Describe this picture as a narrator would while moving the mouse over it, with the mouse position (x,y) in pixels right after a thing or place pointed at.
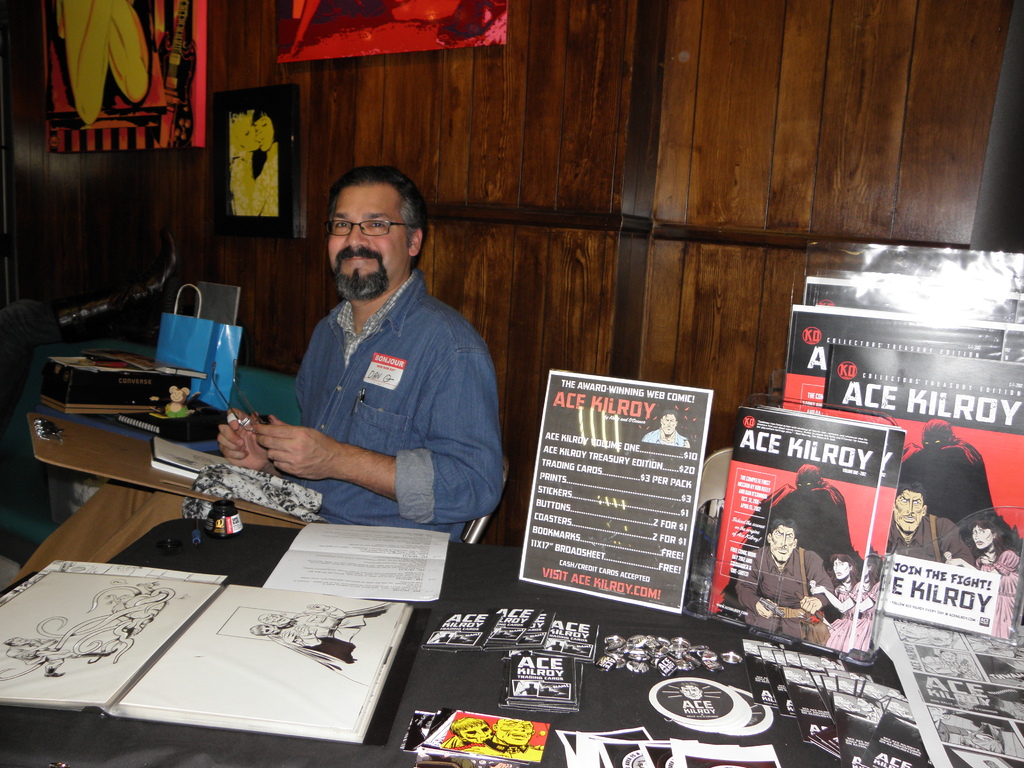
In this image there is an artist (323,398) in the middle (349,449) who is sitting in the chair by holding a small object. On the pad (153,472) beside him there is a book (192,460). At the bottom (461,684) there is a table (484,665) on which there are books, posters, stickers (747,718), labels (837,700) on it. In the background (539,112) there is a wall (406,81) on which there are posters (133,75), Beside him there is a cover (196,346). On the table (225,552) there is a paint (207,530).
